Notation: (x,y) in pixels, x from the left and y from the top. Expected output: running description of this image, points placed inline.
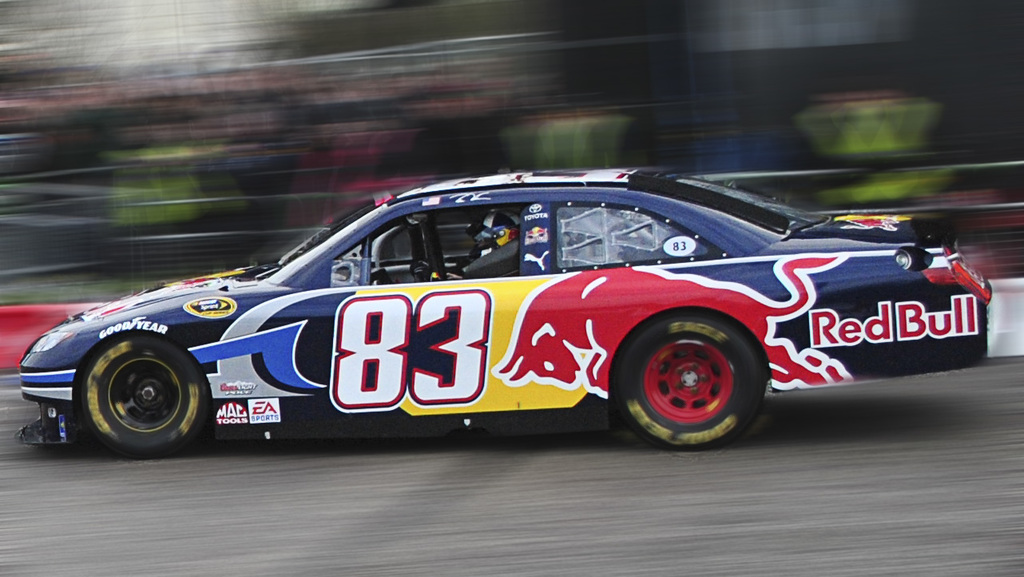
In this image, in the middle (362,251), we can see a car (707,323) which is moving on the road (666,460), in the car (396,284), we can see a person (469,256). In the background (204,120), we can see a blur image, at the bottom (734,502), we can see a road (469,446).
